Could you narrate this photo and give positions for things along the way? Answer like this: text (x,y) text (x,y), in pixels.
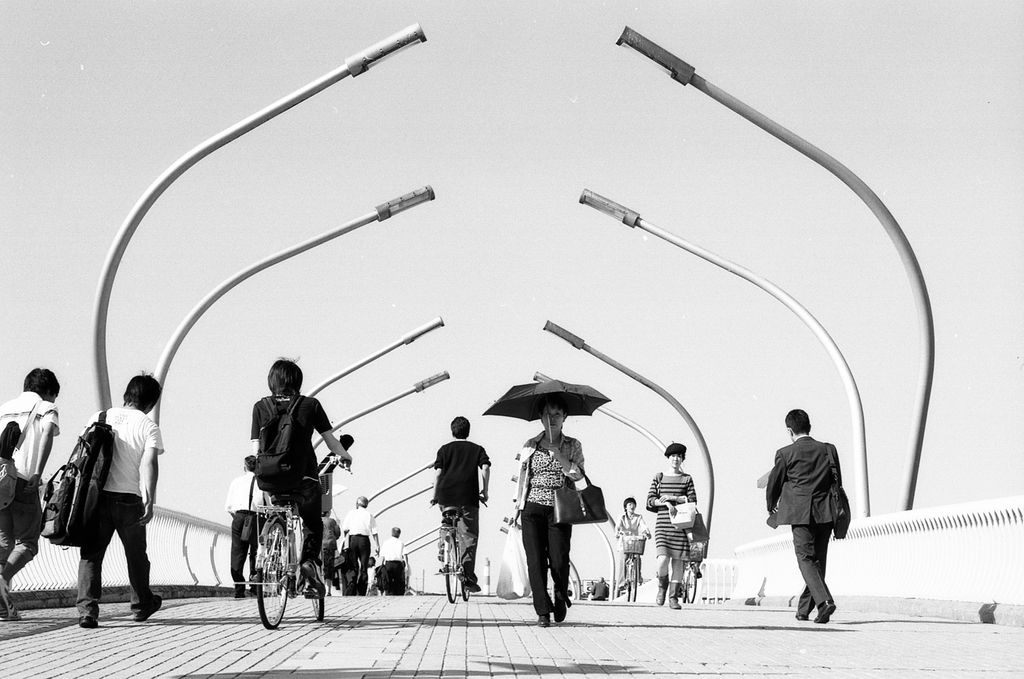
In this image I can see the black and white picture in which I can see the road (429,643), few persons (312,573) riding bicycles (286,548) on the road (366,632), few persons (670,537) standing, a person (559,555) holding an umbrella (549,408) and few street light poles (855,467). In the background (380,127) I can see the sky (551,178).
